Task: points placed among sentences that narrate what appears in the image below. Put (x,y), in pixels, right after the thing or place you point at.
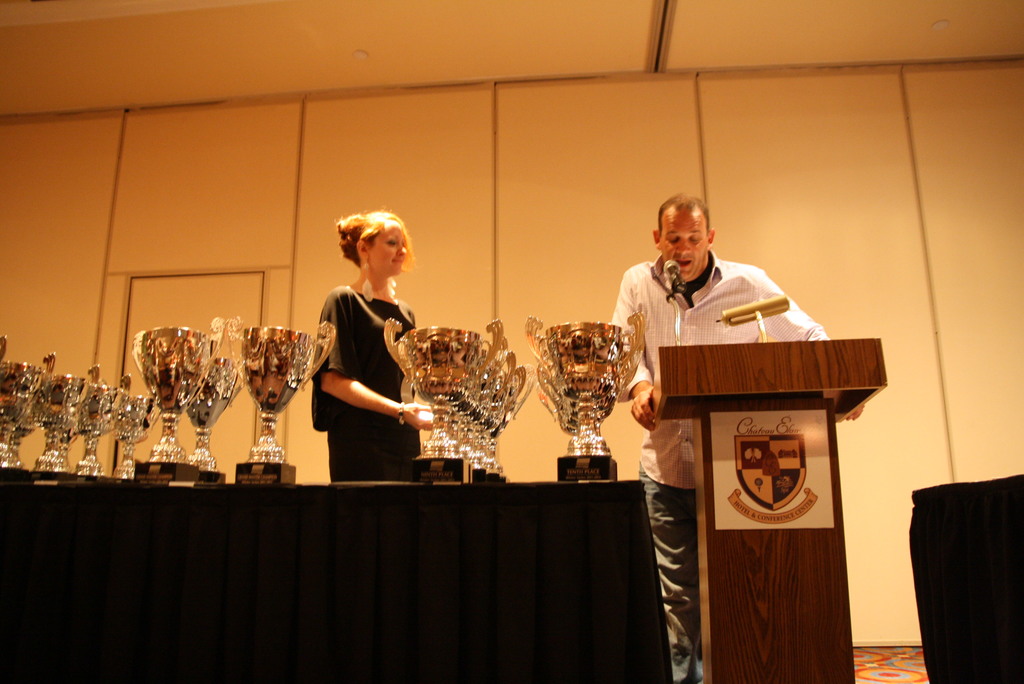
In this picture I can observe a man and woman (346,320) in the middle of the picture (355,335). Man (646,356) is standing in front of the podium (786,489). On the left side (133,346) I can observe trophies (259,451) placed on the table (279,552). In the background (455,195) I can observe wall (405,169).
